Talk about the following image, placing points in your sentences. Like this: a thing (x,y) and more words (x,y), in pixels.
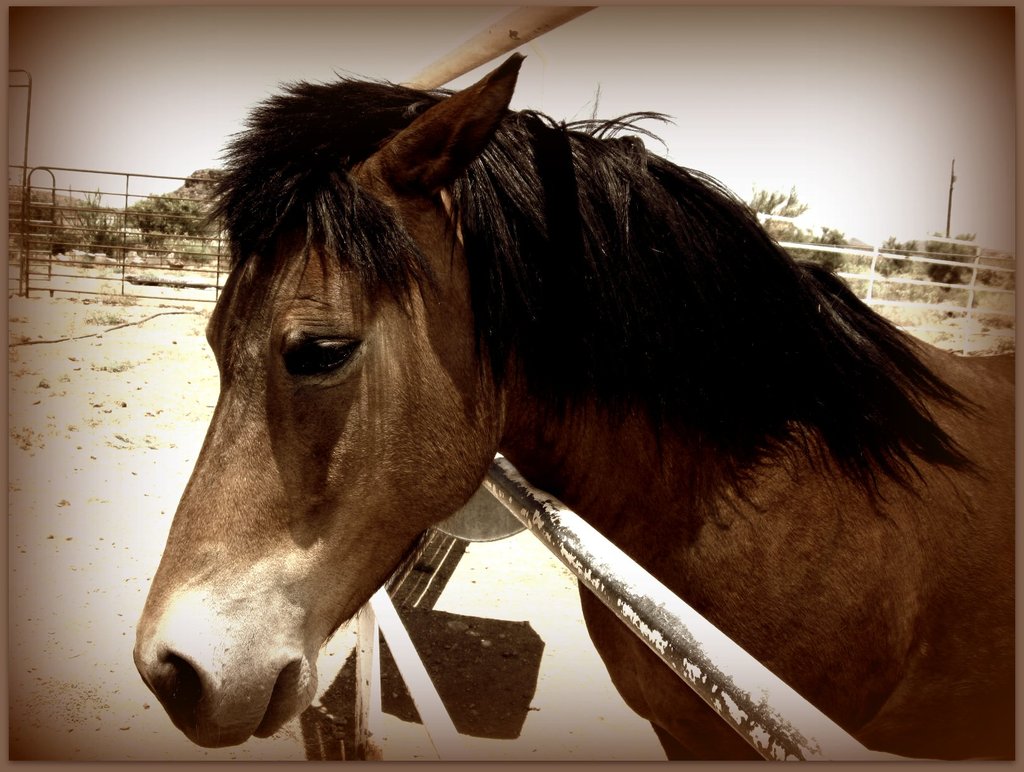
In this picture there is a horse (642,396) and there is a white pole (569,530) below and above its neck (553,466) and there is a fence (119,238) and trees (138,226) in the background (143,215).
